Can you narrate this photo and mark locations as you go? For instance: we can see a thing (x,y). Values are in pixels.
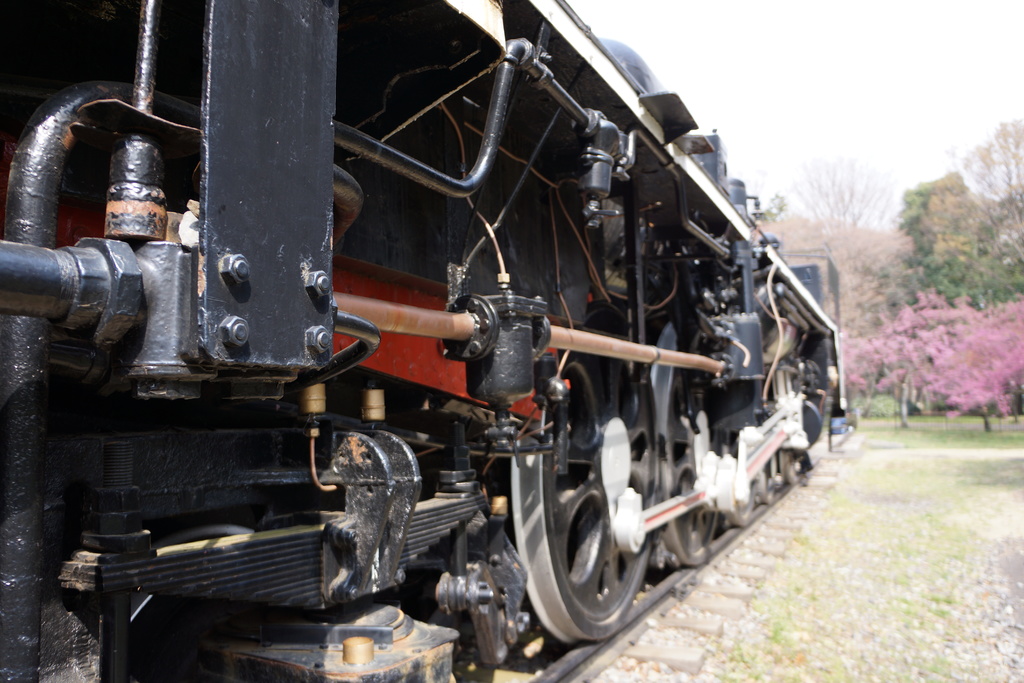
In this image I can see on the left side (197,323) it is a train engine (465,386). On the right side (945,313) there are trees (929,231), at the top (877,102) it is the sky (836,105).
